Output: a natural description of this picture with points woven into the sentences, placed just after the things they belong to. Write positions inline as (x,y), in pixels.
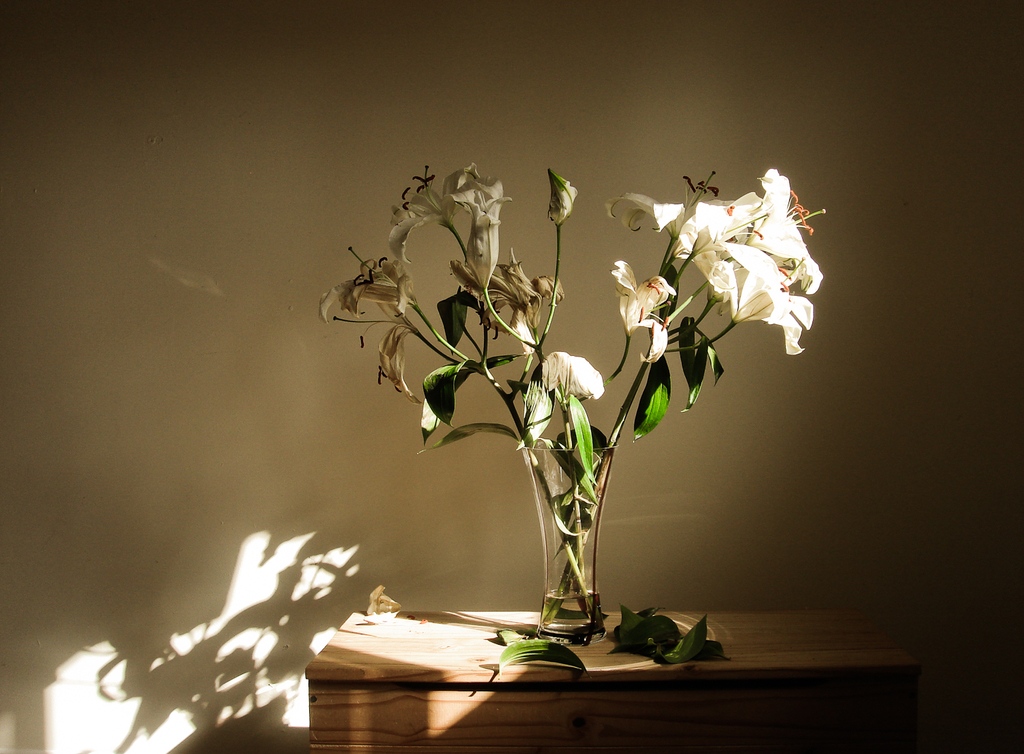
On this table (542,698) there are flowers (750,289) in a vase (610,447) and leaves (683,648).
